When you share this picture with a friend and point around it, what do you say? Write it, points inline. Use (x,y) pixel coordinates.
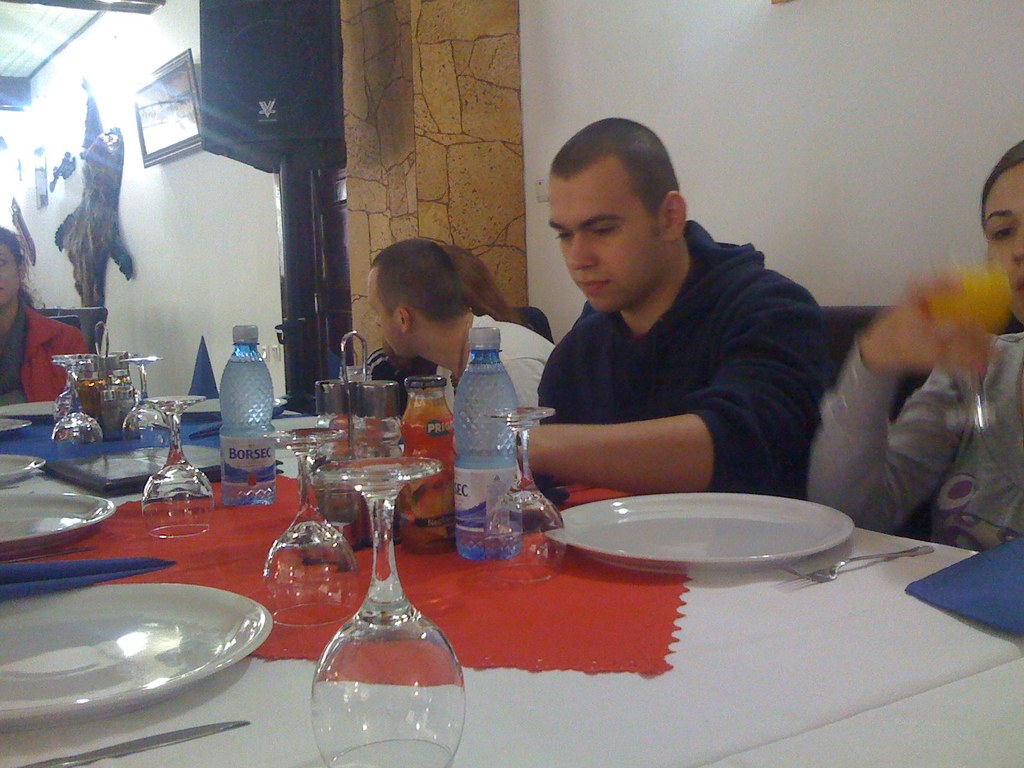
We can see frame (169,109) and few show pieces (114,152) on a wall (139,146). Here we can see persons (904,437) sitting on chairs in front of a dining table (837,660) and on the table (546,727) we can see water bottles (464,466), glasses (381,648), plates (176,664), forks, table mats (497,633) and napkins (197,389).
